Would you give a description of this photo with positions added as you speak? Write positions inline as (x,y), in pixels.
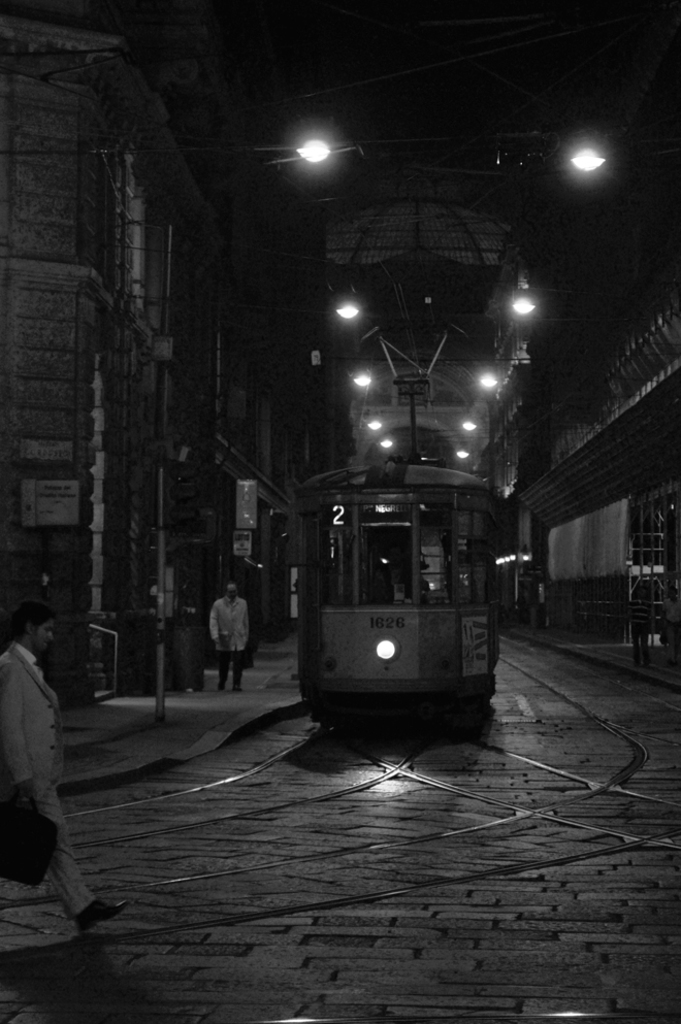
In this image there is a tram (458,624) on the surface of the road (193,774), beside the tram (342,599) there are two persons (216,626) walking, in the background of the image (243,596) there are buildings (451,414), on top of the image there are lamps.
